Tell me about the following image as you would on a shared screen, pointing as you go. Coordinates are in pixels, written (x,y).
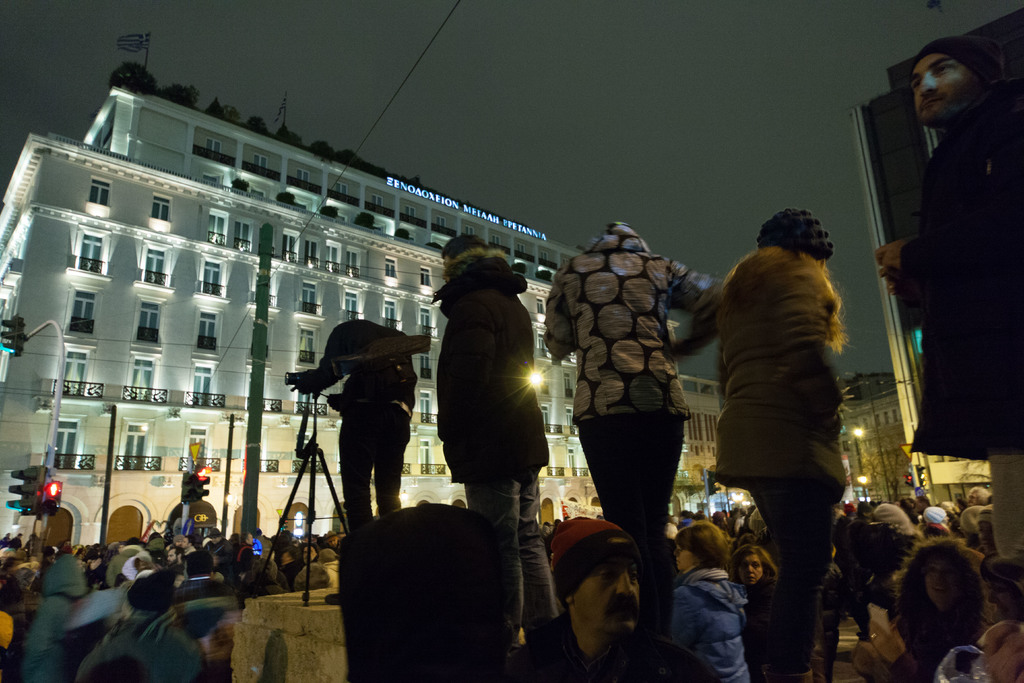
In this image I can see a crowd (164,543) on the road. In the background (286,268) I can see buildings (560,265), poles (265,353), wires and windows (336,254). On the top (464,144) I can see the sky (588,113). This image is taken during night on the street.
